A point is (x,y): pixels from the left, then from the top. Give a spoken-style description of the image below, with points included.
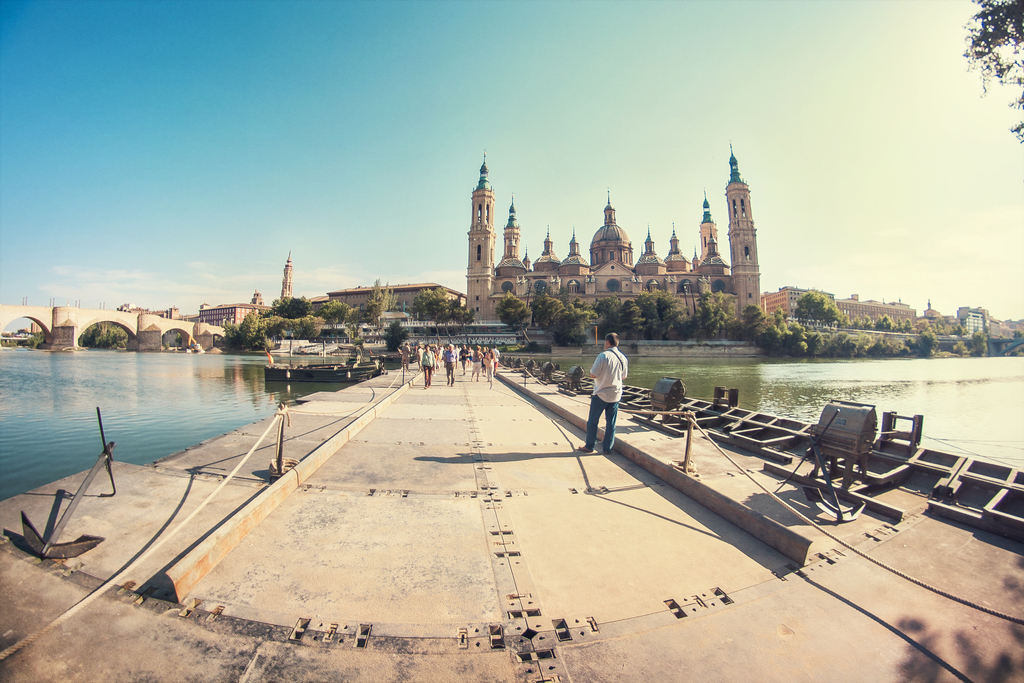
In this image I can see people (593,410) standing in the center (608,415). There are ropes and water (58,393) is present on the either sides. There is a bridge (168,325) on the left (173,326). There are trees (312,326) and buildings (240,306) at the back (429,283) and sky (304,283) at the top (258,48).
